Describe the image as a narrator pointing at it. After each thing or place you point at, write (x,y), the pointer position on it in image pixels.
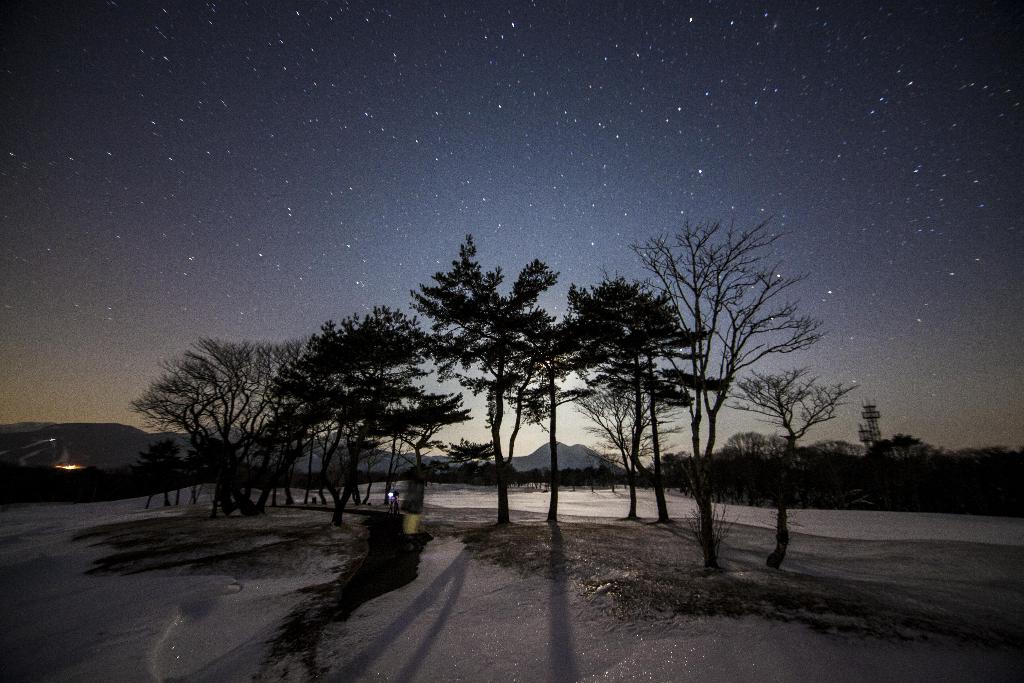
In this picture we can see few trees (742,435) and we can find stars (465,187) in the sky (441,224), in the background (89,427) we can see few hills (100,435) and towers (867,430).
